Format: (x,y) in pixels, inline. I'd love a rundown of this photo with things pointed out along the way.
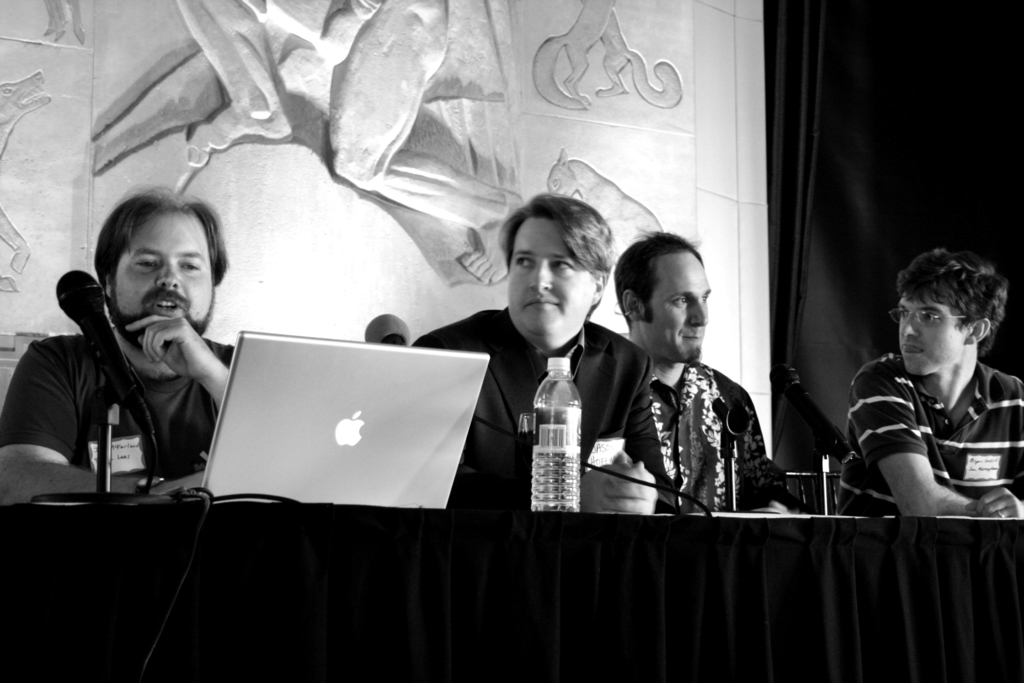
In this image there are group of people (163,239) sitting on chairs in front of table (221,548) where we can see there are microphones (157,449), bottle (543,477) and laptop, behind them there is a wall (370,76) with some art (558,155).
